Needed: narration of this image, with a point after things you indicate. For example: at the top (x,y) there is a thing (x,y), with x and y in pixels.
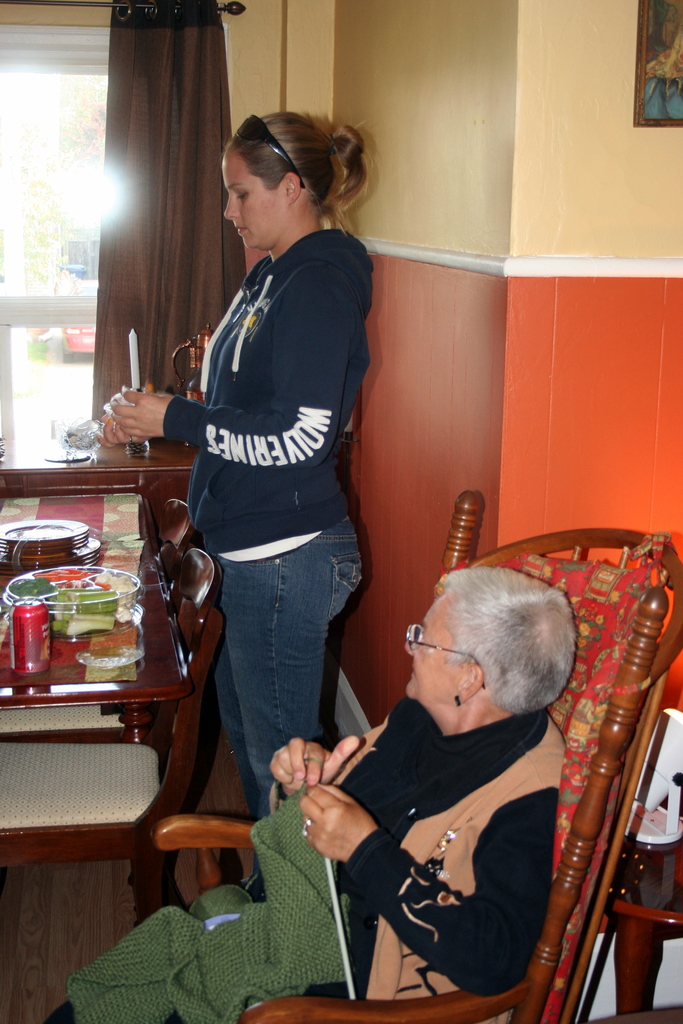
At the bottom of the image (382,764) we can see woman (488,787) sitting on the chair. In the center of the image (299,643) there is a woman (259,582) standing on the floor (63,872). On the left side of the image (51,282) we can see window (48,310), curtain (174,171), table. On the table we can see plates (39,545), tin (32,669), food (93,597) and we can also see chairs (38,844). In the background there is wall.
